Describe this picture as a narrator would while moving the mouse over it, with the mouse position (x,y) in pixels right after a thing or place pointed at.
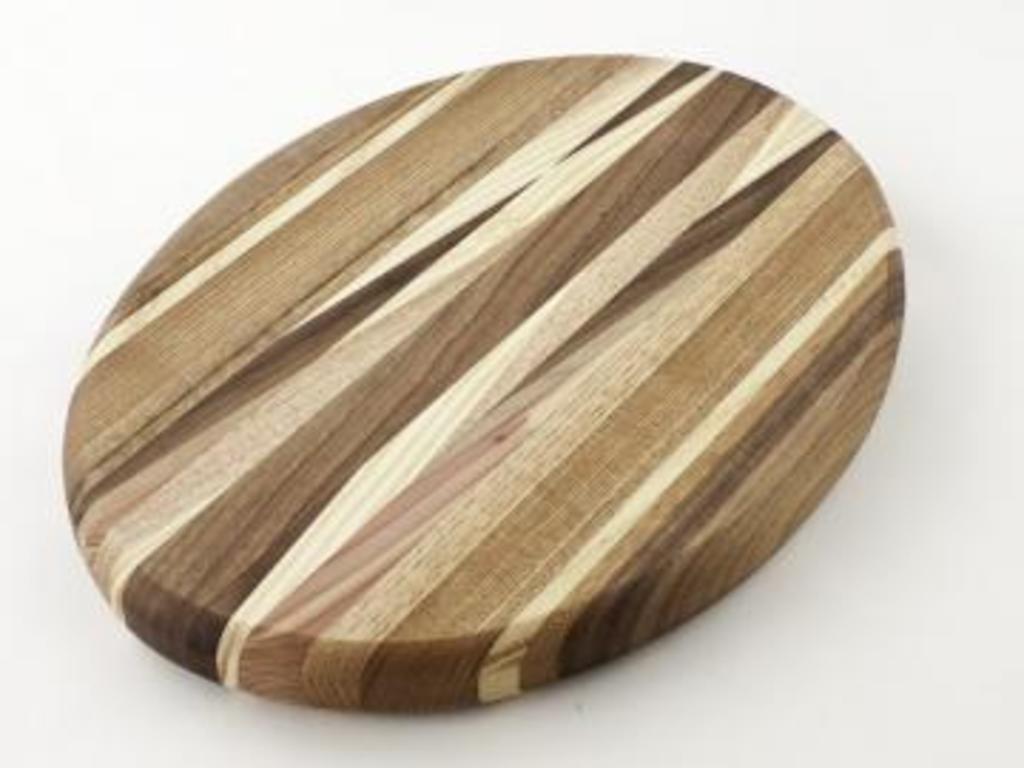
It is a wooden plank (613,393) which is in the shape of an oval.
